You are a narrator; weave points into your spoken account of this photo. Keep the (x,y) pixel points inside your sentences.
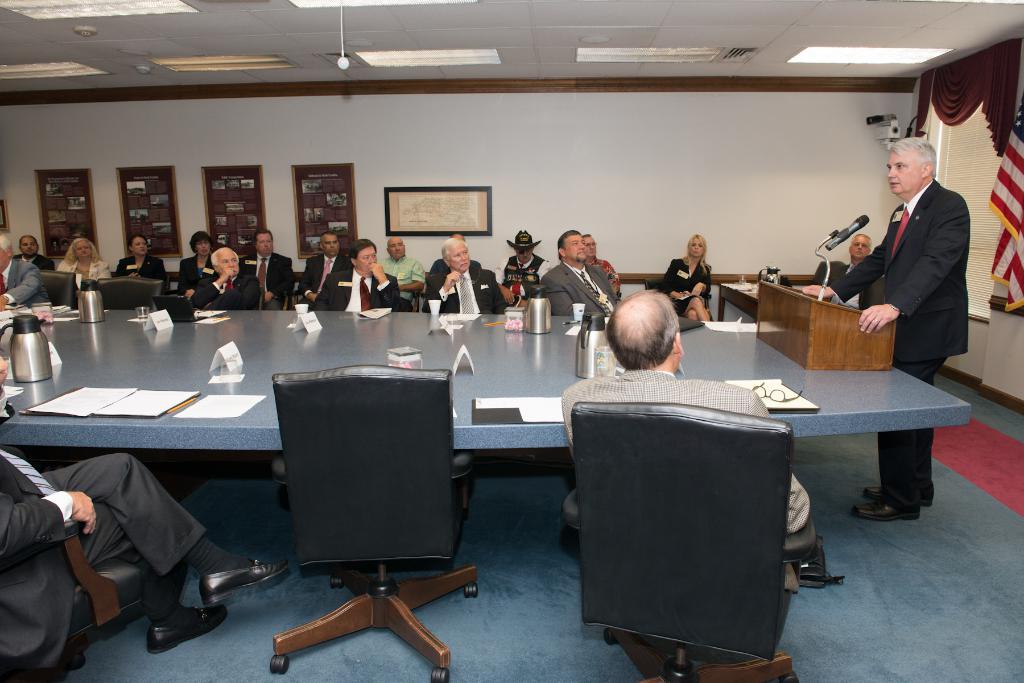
this is the picture inside the room (809,268). There are group of people (607,291) sitting and listening, there is a person (906,364) standing and talking. At the top (587,57) there are lights (234,57), at the back (264,214) there are frames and at the right (978,88) there is a flag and curtain (964,83), at the top right (884,132) there is a camera (870,124). There are kettles (87,317), cups (437,312), papers (234,381) on the table (777,357).
